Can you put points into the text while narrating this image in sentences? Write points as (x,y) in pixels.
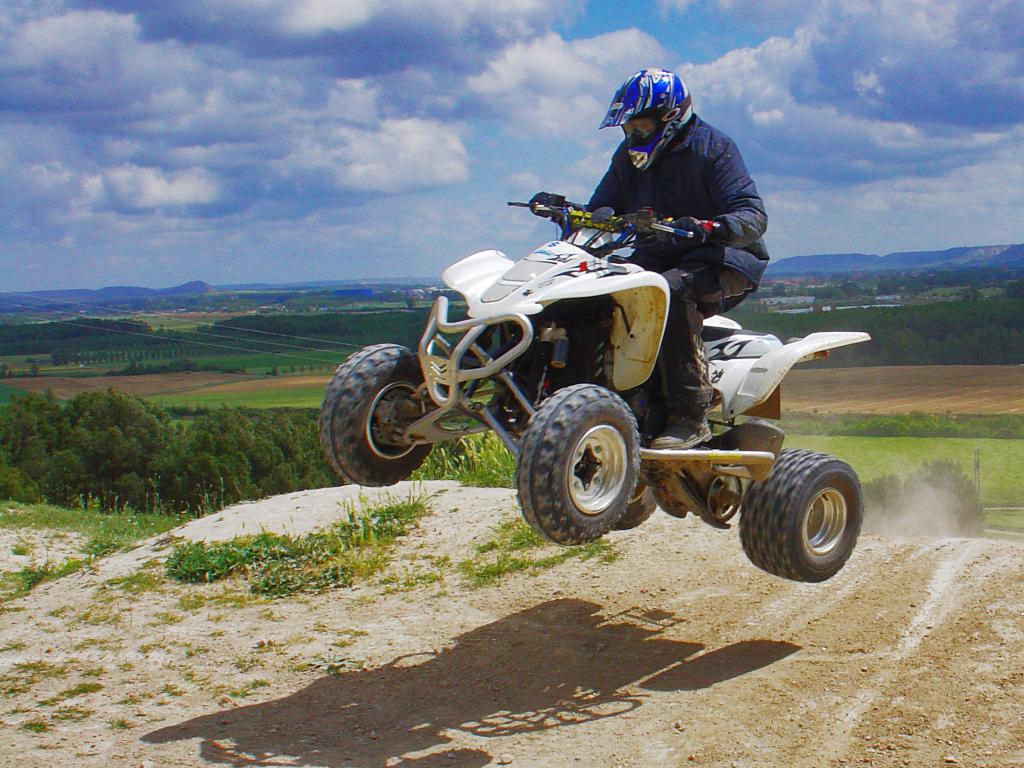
In this image we can see the person (658,198) riding quad bike (596,381). And there are trees (169,504), grass (209,395), ground (134,378), mountain (93,291) and the sky (318,138).
